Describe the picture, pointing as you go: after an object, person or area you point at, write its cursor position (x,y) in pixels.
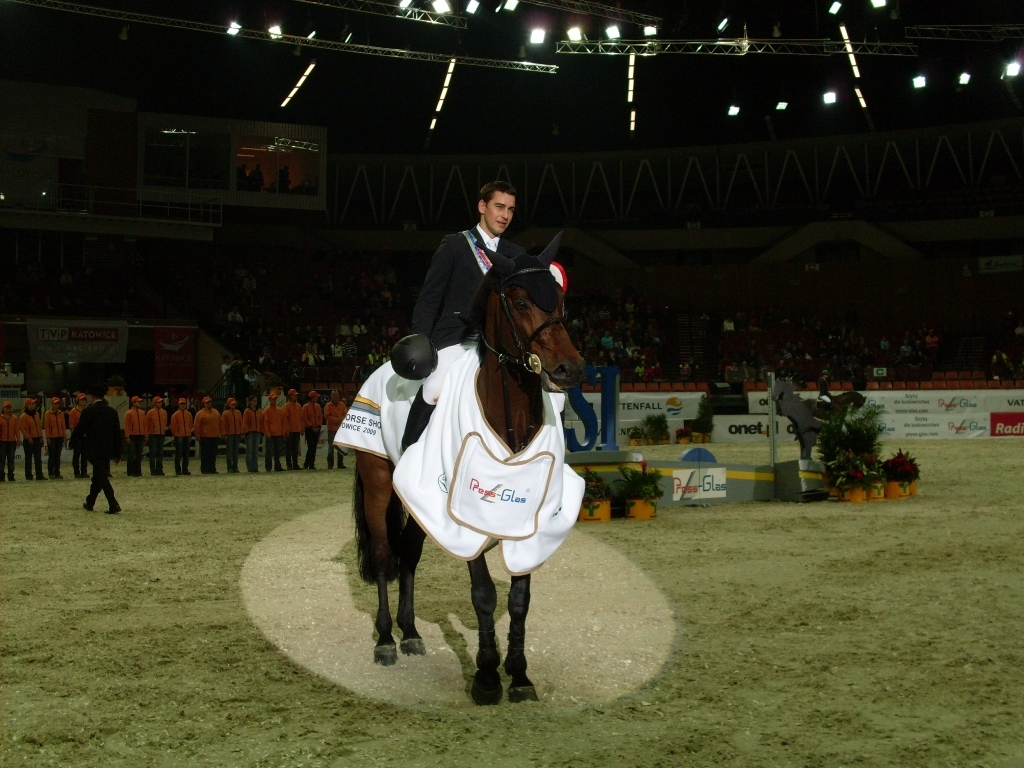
In this image, we can see a man (449,300) sitting on the horse (501,419), we can see sand (345,749) on the ground (1021,757), there are some people (143,434) standing, at the top (413,2) we can see some lights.
